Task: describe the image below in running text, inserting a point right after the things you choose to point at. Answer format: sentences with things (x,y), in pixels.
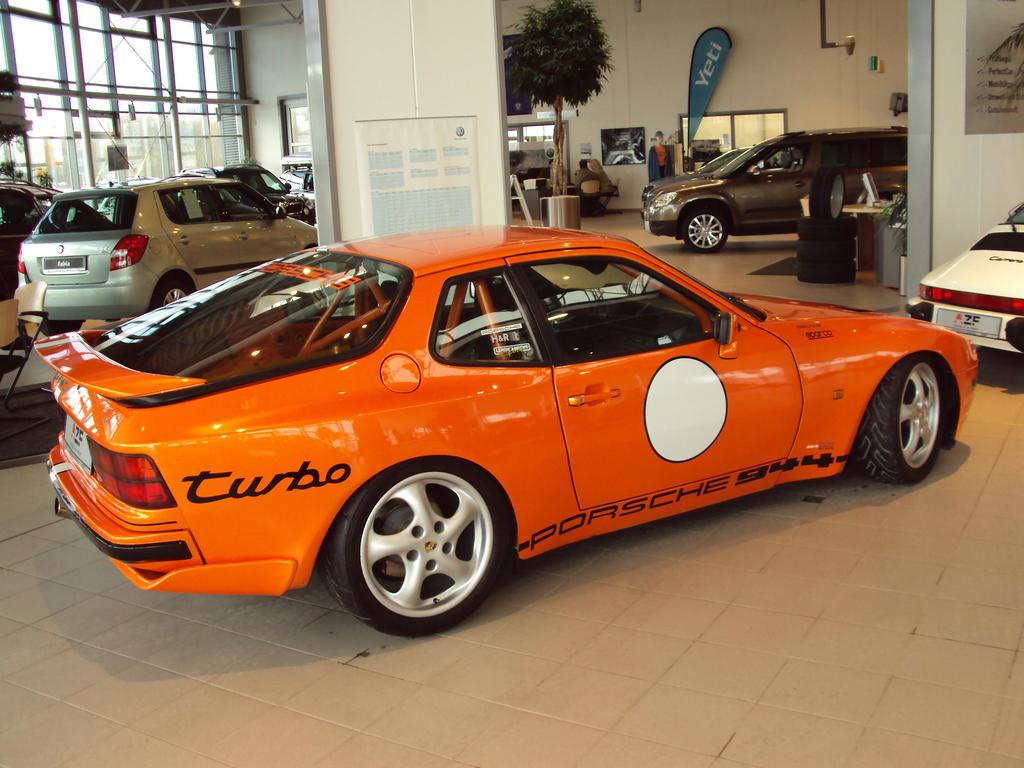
In the picture we can see a car (421,431) which is parked on the floor (1012,661) and the car (560,488) is orange in color and beside it, we can see a pillar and behind it also we can see some cars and behind it, we can see a glass wall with poles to it and in the background (575,194) also we can see a wall (623,202) and near it we can see a plant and some cars (723,214) parked near it.
